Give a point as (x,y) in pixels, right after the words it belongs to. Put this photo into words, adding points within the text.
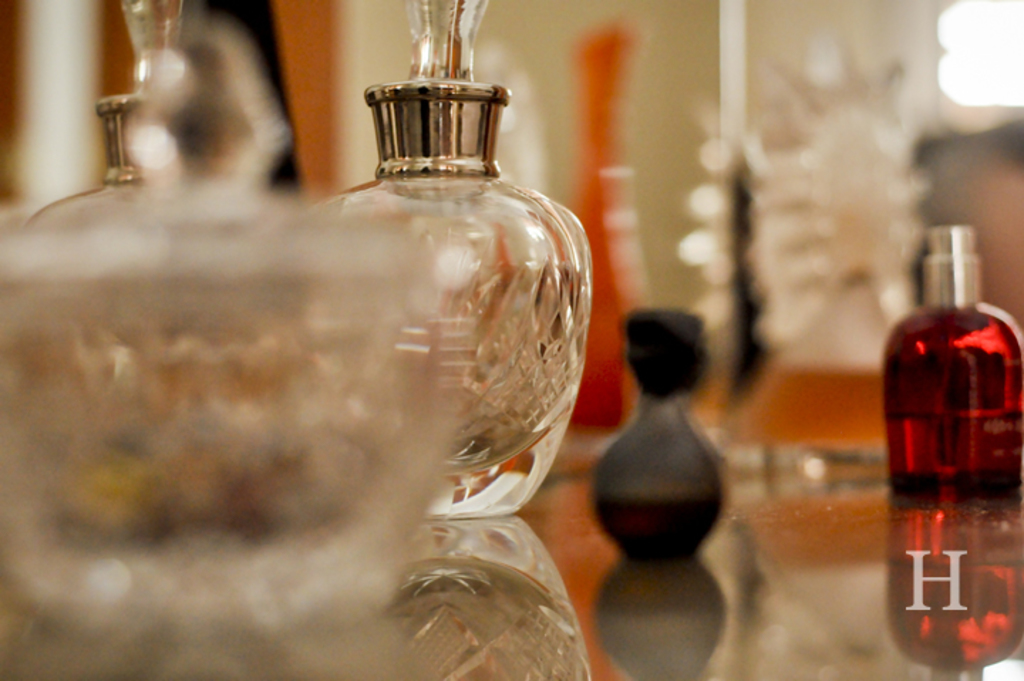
In this image I can see few glass bottles (456,291). I can also see this image is little bit blurry and here I can see watermark (935,551).
